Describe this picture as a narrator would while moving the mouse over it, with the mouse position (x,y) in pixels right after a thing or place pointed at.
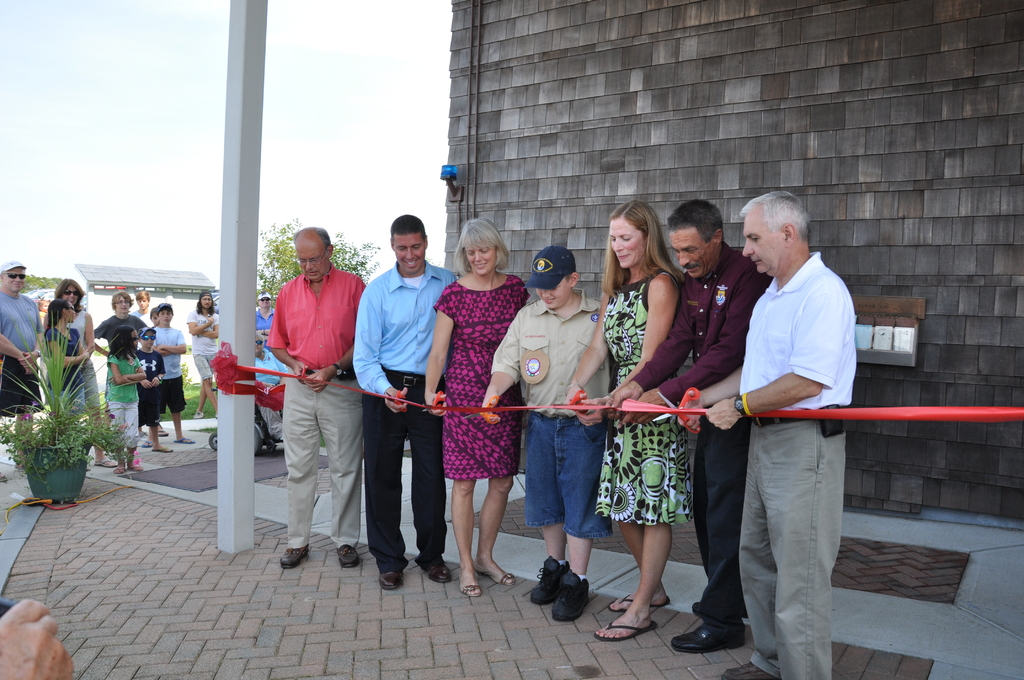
In this image there are group of persons (205,302) standing and smiling. In the background (277,271) there are trees (291,260), there is grass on the ground (428,617), there is a plant (90,446), there is a wall (693,134) and in the front (349,316) there are persons (429,351) standing and holding ribbons (565,410) in their hands (489,396) and there is a pillar (234,207) and the sky (212,148) is cloudy.
